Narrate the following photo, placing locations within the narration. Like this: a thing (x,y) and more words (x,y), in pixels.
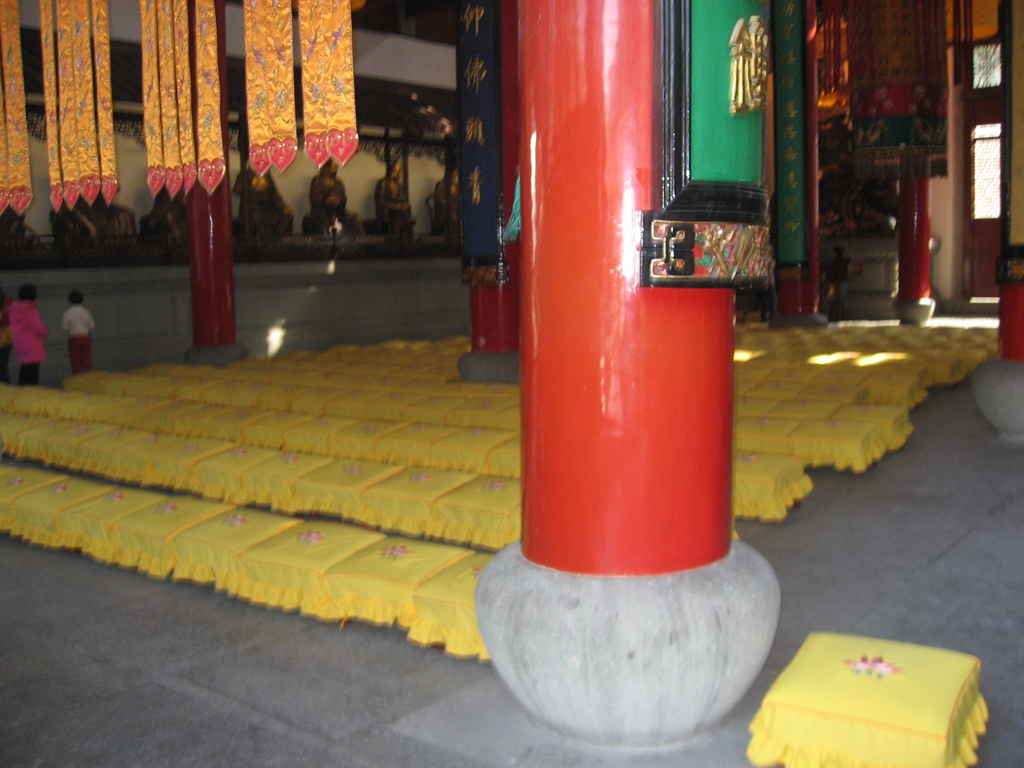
In the image we can see people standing and wearing clothes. Here we can see the pillar (667,246) and the floor (879,501).
